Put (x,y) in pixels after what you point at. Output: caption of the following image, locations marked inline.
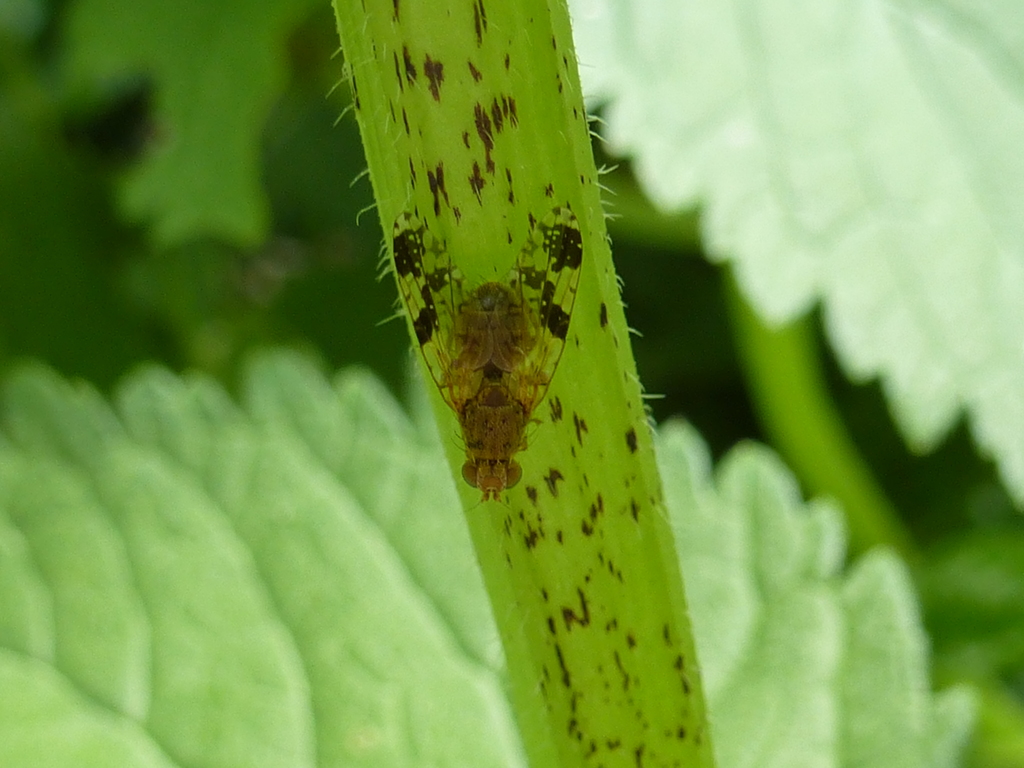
In this image there is an insect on the stem (603,377), and there is green background (952,26).
